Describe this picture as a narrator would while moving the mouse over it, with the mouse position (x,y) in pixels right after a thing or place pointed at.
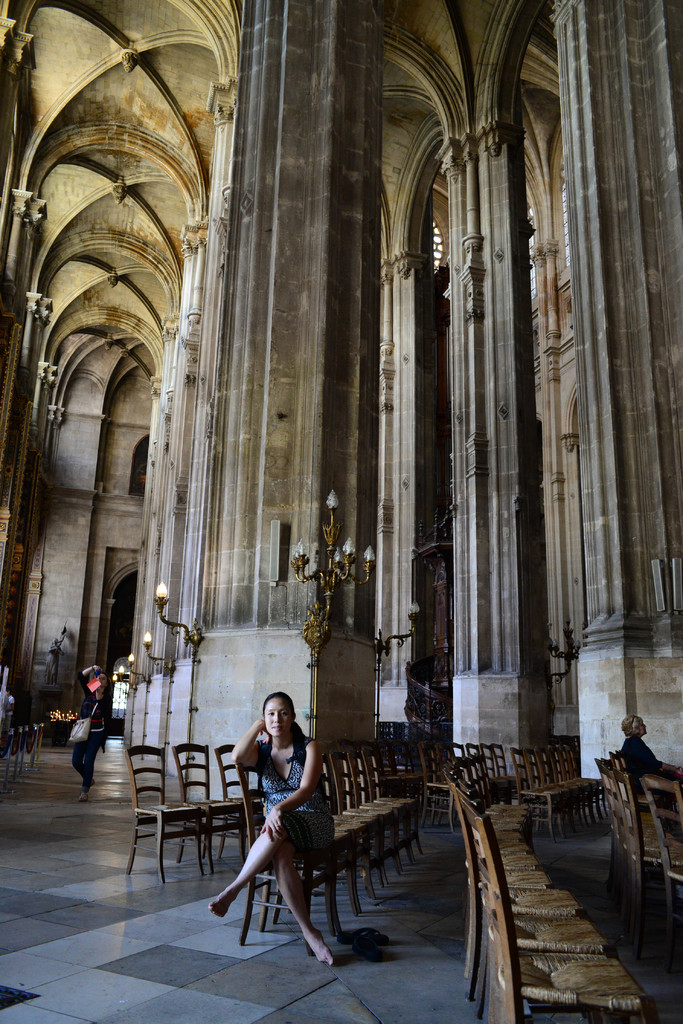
In this picture we can see a woman (302,761) who is sitting on the chair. This is floor (148,934). On the background (306,496) there is a wall (235,607) and these are the lights (173,677).
